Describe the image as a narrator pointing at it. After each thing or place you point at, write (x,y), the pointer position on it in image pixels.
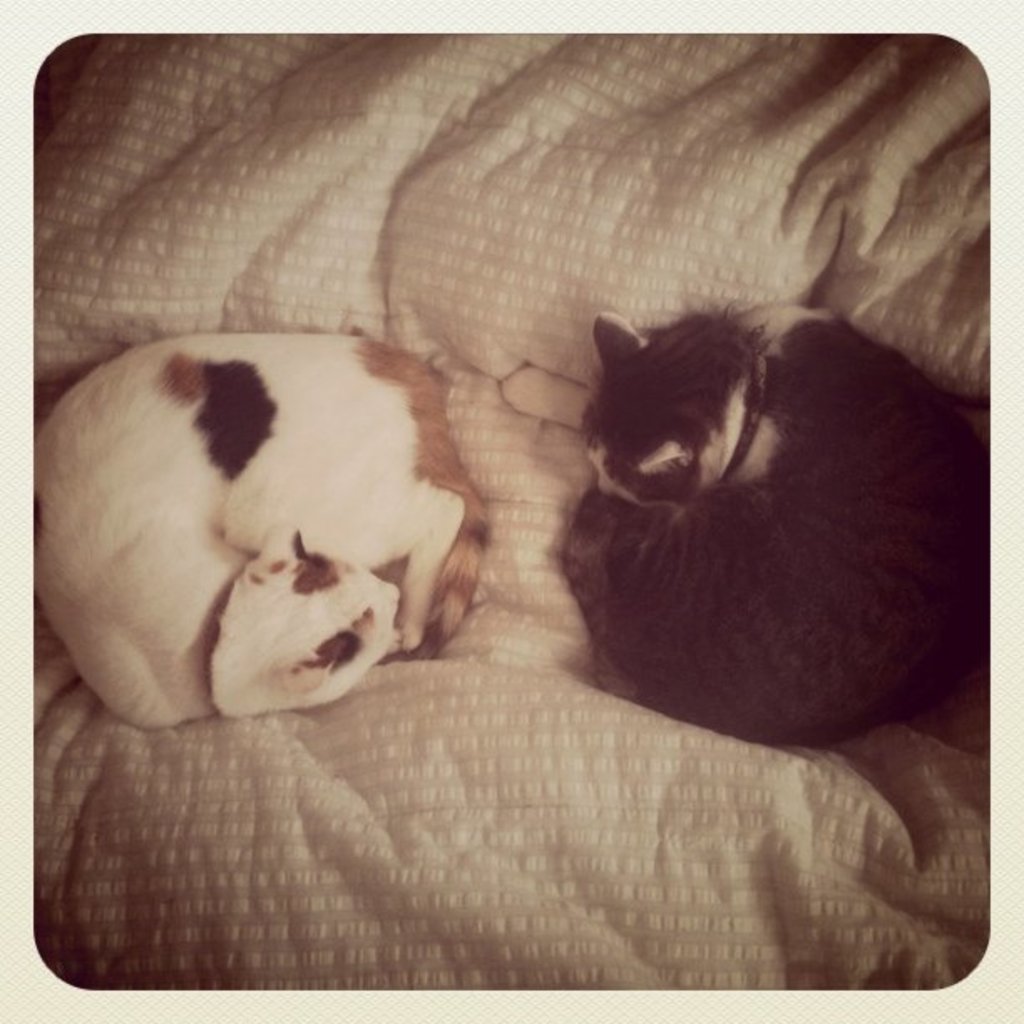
In the picture there are two cats (575,531) sleeping opposite to each other on a bed sheet (579,858), one cat (662,472) is of black color and another cat (373,487) is of white color.
